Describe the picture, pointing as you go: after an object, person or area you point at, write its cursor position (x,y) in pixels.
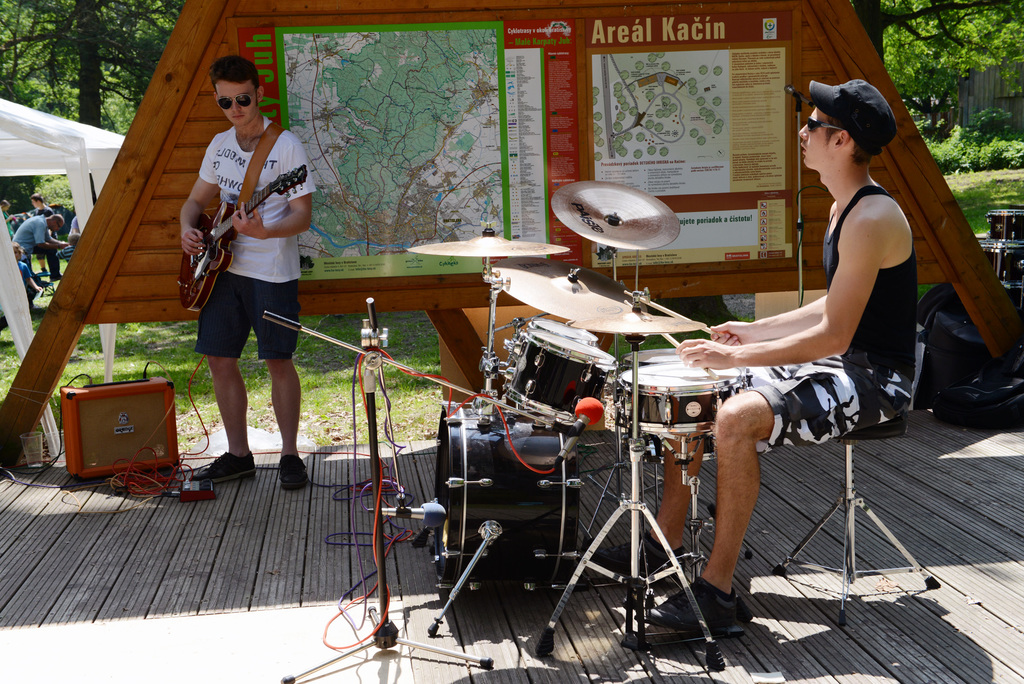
Here I can see two men (788,360). The man (805,371) who is on the right side (788,429) is sitting and playing the drums (599,288). Another man (252,273) is standing and playing a guitar (222,207). Beside him there is a box (145,442) placed on a wooden surface (127,540) and at the back of this man (289,143) there is a wooden board (175,152) on which few posters (478,136) are attached. On the left side (25,152) there is a tent (40,155) and I can see few people (54,263). In the background (76,60) there are many trees (934,47). On the right side (958,382) there are few bags (973,371). In the middle of the image (477,407) there are many musical instruments (485,451) placed on a wooden surface (528,647).
